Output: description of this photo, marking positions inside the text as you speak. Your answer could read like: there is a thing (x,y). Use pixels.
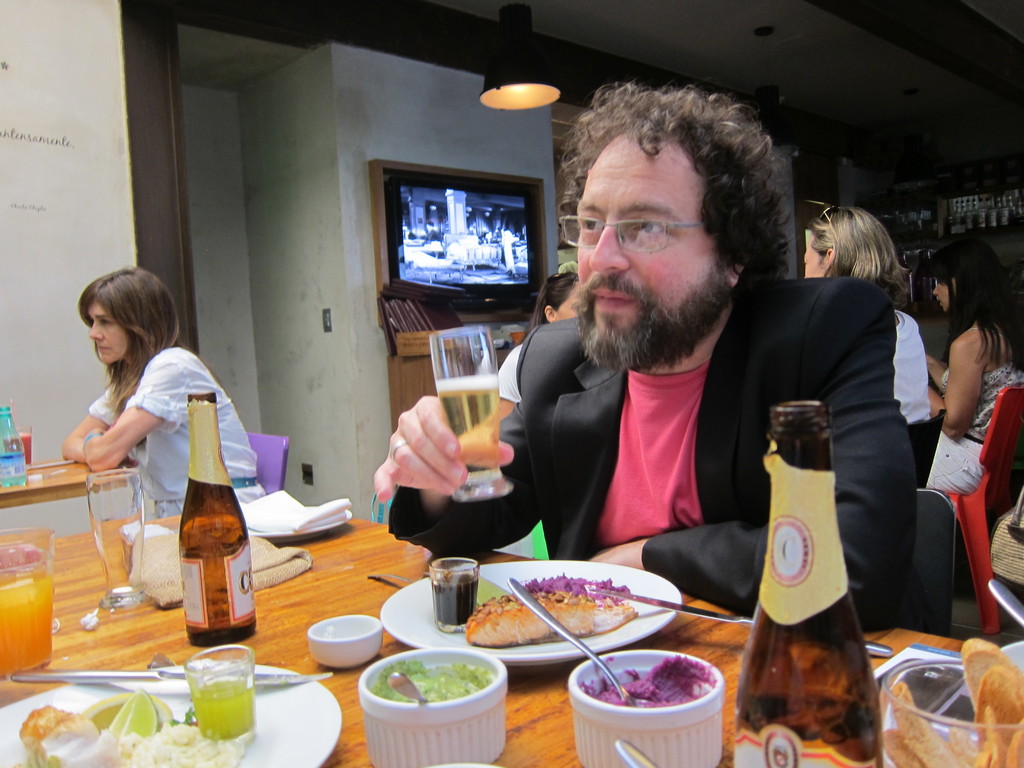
In this image, There is a table (162,639) which is in yellow color and on that table (347,677) there are some food items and there are some bottles (795,638) which are in brown color and there is a person (609,511) sitting on the chair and he is holding a glass (479,435), In the background (53,213) there is a white color wall (295,210) and there is a television (436,243) which is in black color and in the top (515,102) there is a light (512,90) which is in yellow color.
